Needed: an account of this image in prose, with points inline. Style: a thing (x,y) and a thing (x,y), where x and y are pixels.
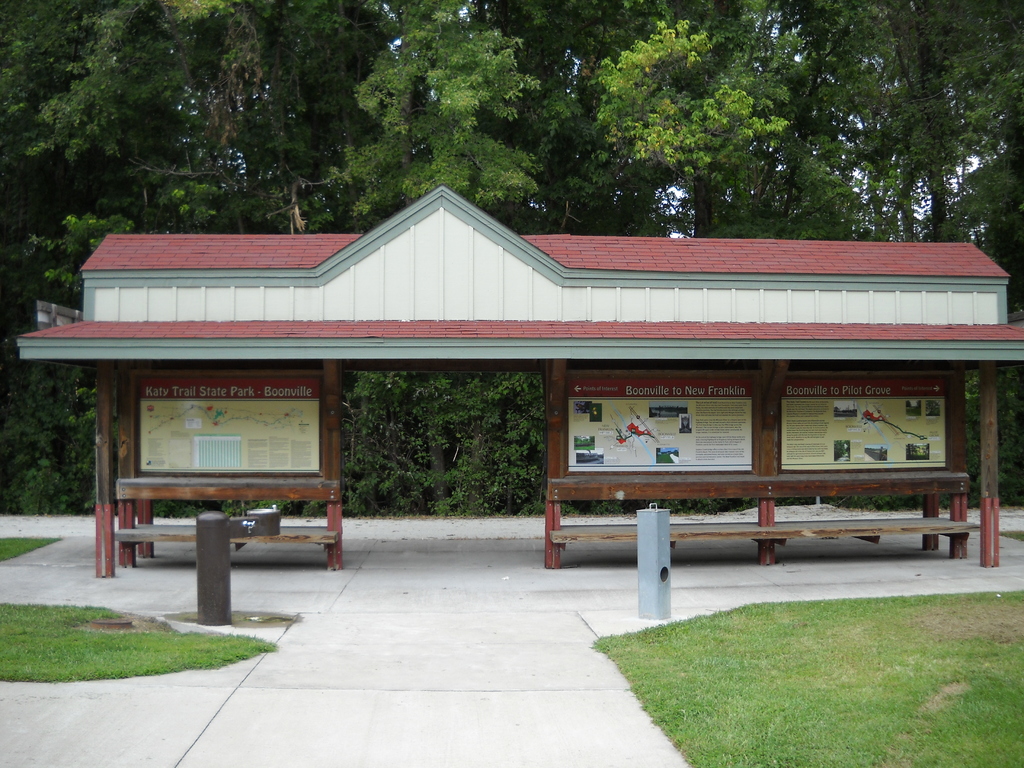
In this picture I can see grass (940,741), there are benches (930,547), boards (819,451), it looks like a shelter (749,262), and in the background (654,205) there are trees (490,4).
